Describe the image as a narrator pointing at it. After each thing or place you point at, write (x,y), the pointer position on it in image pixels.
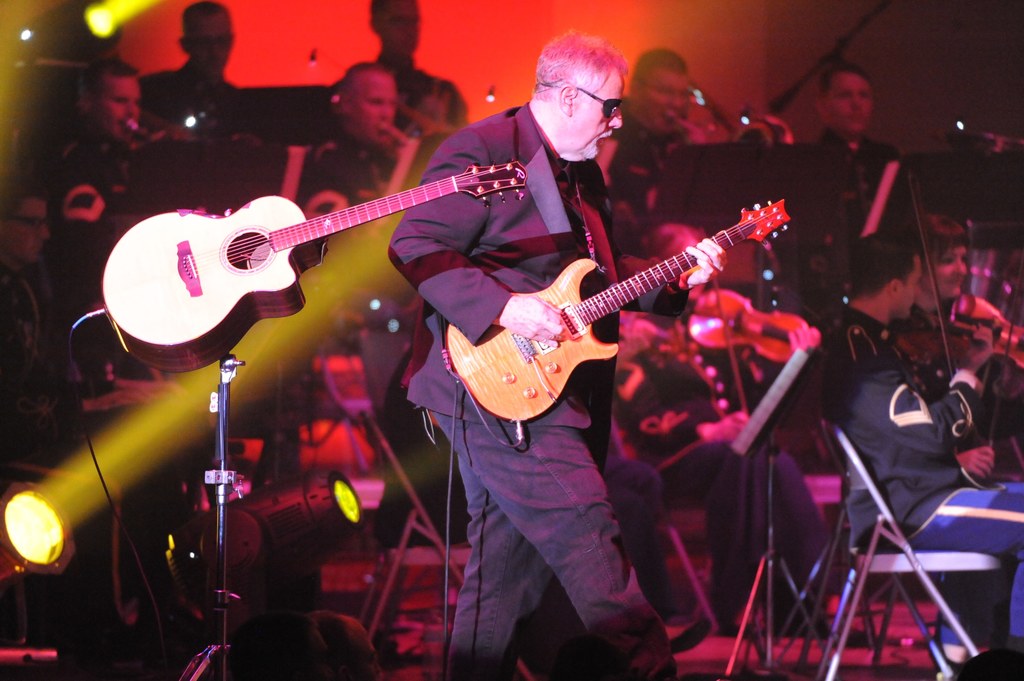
In this image I see a man (582,144) who is holding a guitar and there is another guitar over here. In the background (14,309) I see few people (31,324) and most of them are with musical instruments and I see the lights (193,395).
